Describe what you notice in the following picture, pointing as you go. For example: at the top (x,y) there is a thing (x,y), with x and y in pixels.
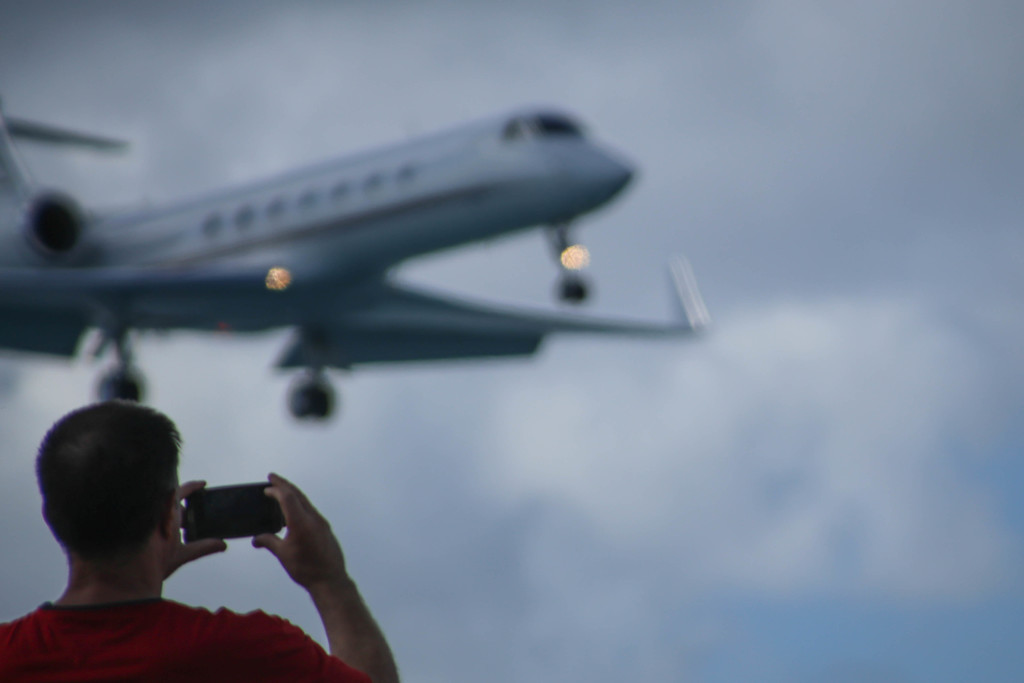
In this image in front (162,564) there is a person (149,579) holding the mobile (247,507). In the background of the image (320,333) there is an airplane (503,319) and sky (549,494).
